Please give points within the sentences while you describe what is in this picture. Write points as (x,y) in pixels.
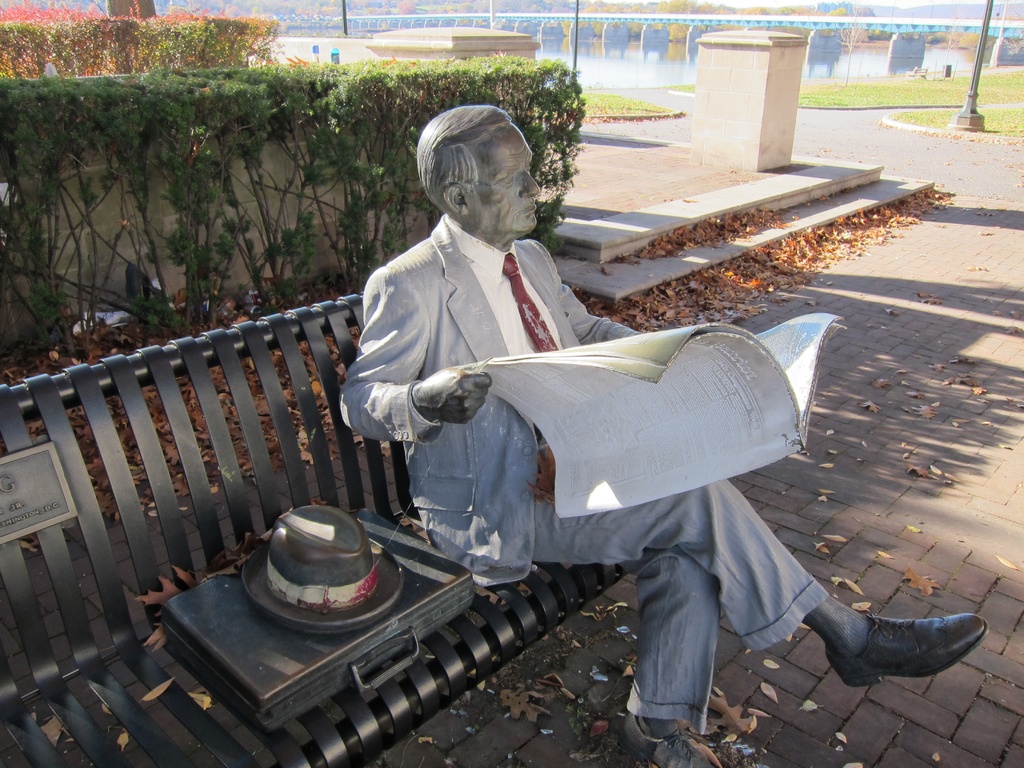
This is the statue (491,473) of the man (440,381) holding a newspaper (691,428) and sitting on the bench (432,634). I can see a hat (309,598) placed on the suitcase (260,632). These are the bushes (136,98). I can see dried leaves (689,279) lying on the ground (792,316). This looks like a pole (985,23). In the background (617,41), I think this is the bridge (609,25).
